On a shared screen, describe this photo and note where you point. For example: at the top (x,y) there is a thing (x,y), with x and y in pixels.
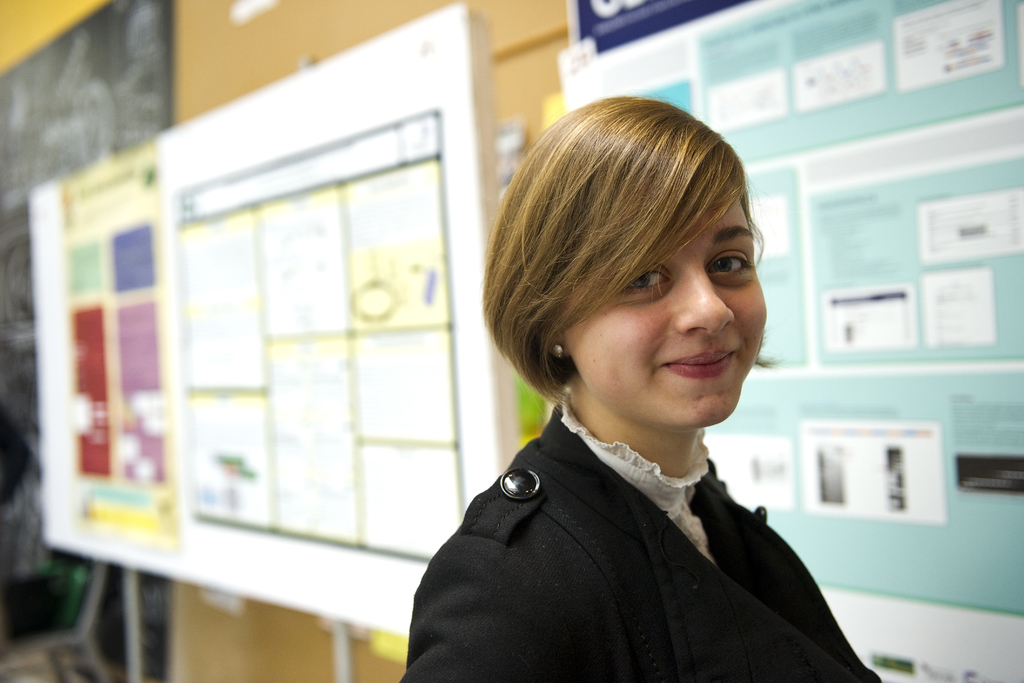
In this image, we can see a person (612,493) wearing clothes (560,523). There are boards (472,122) in front of the wall (180,121).
